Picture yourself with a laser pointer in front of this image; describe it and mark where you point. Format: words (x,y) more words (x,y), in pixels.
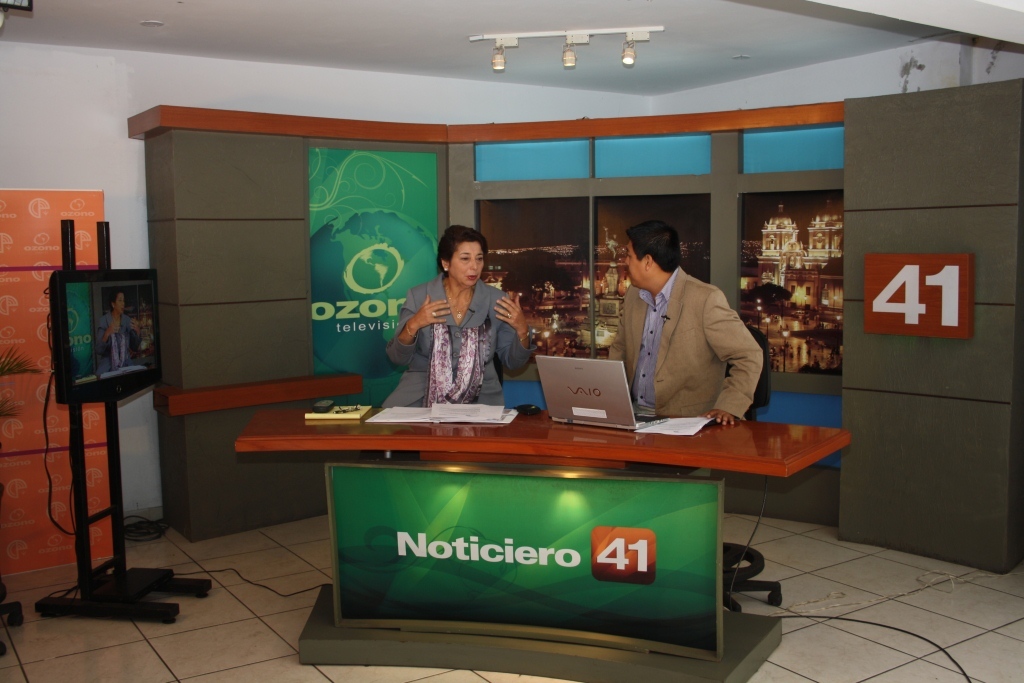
This is the picture of inside of the room (676,83). There is a woman (441,256) sitting behind the table (404,452) and she is talking. There is a laptop (583,378), book (349,417), papers (487,416) on the table (512,429). At the left side of the image (95,314) there is a screen (102,355), at the top (574,49) there are lights (493,63) and at the bottom (841,618) there is a wire (874,622).
